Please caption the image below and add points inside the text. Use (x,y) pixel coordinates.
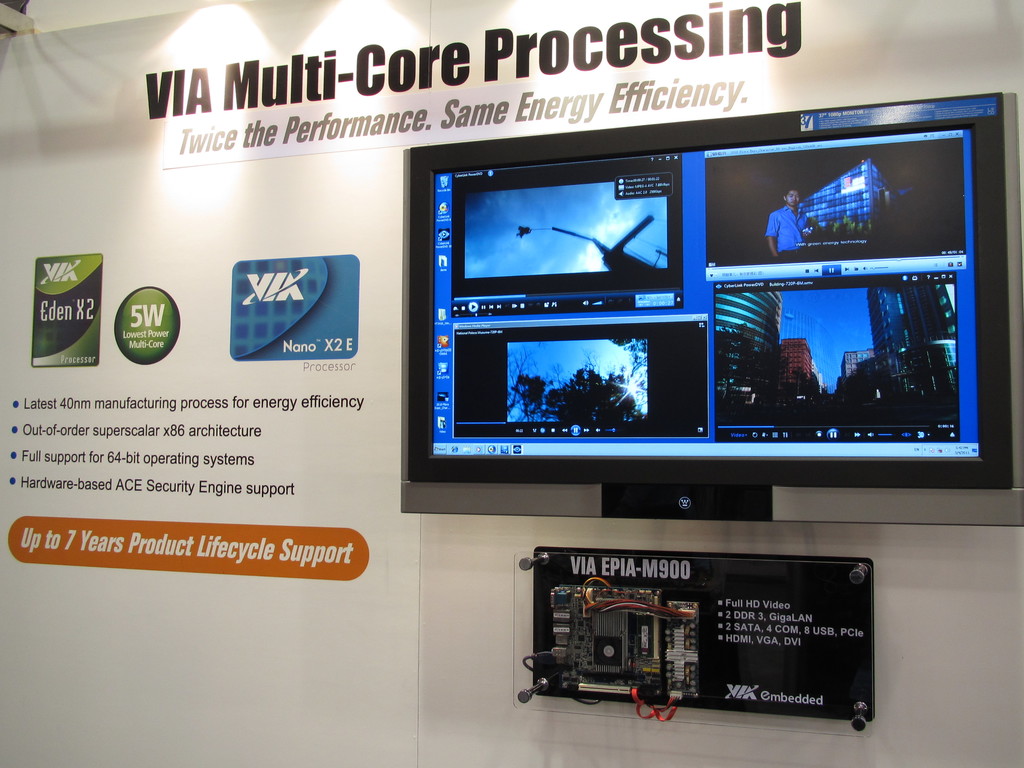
In this image there is a tv screen (991,311) on the wall (399,502). There is another object (640,554). There is some text (548,65).
